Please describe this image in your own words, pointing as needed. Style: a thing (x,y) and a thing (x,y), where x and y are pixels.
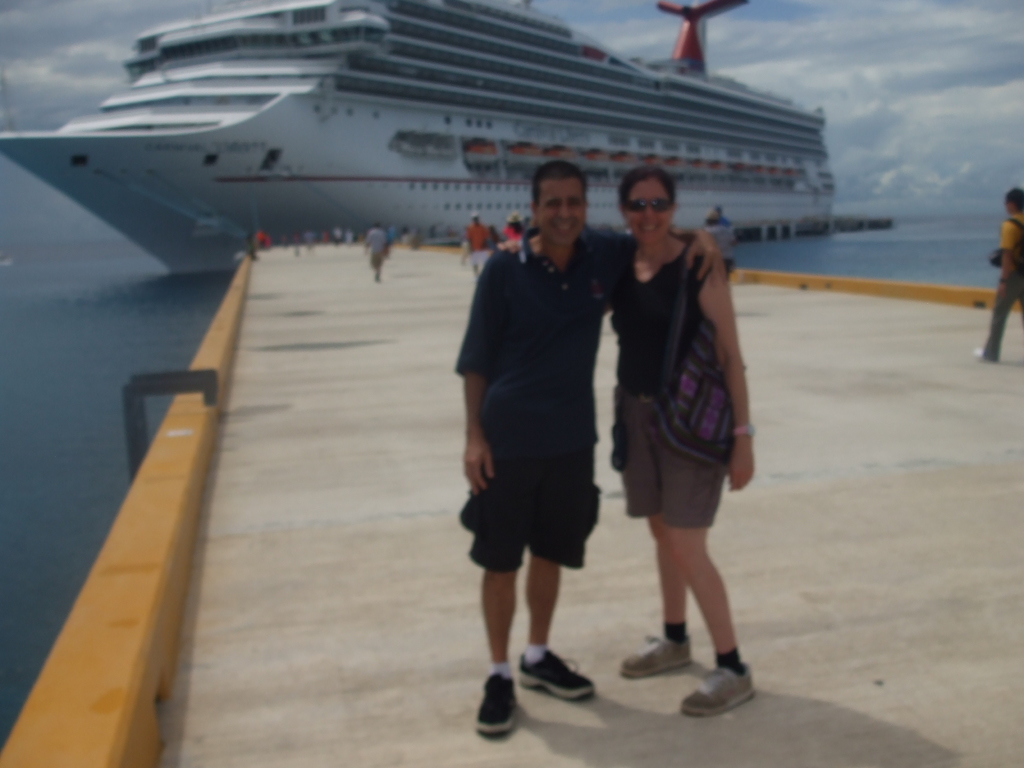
In this image on the foreground (660,364) on the path (797,298) there are two people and a ship (240,138) in the background (229,147) on the water body (88,372). The sky (856,162) is cloudy.
